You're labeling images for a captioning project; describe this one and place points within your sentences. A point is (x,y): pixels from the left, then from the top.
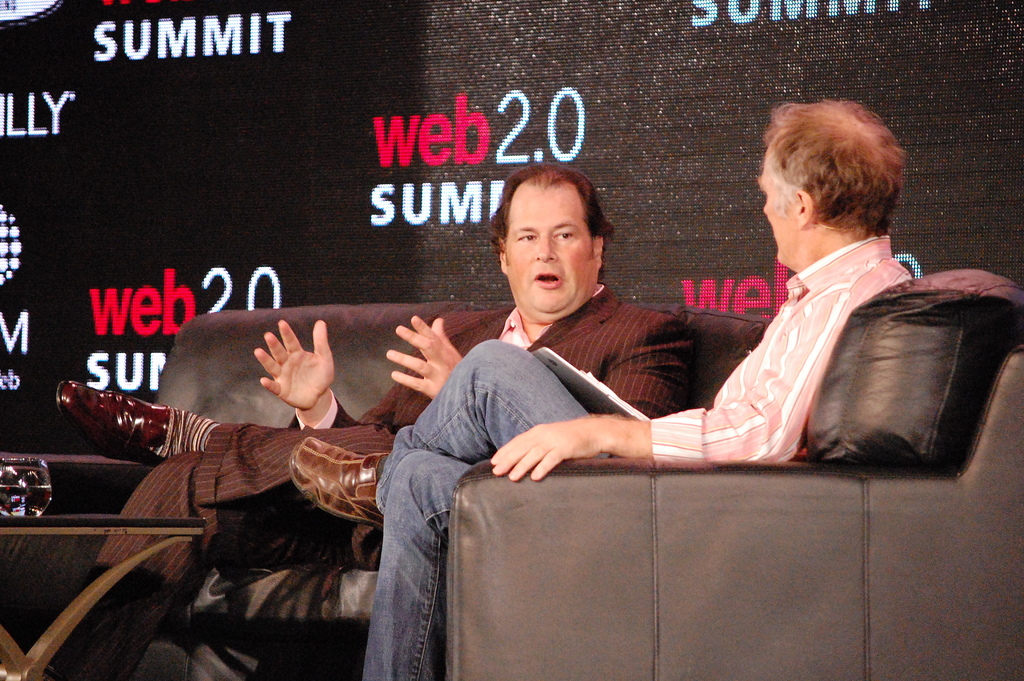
In the image there were two persons (795,194) sitting in a sofas (600,589). In the left (14,474) there is a table (46,642) and a small bowl (14,474) on it. In the background (153,378) there is a screen (498,76) and some text (393,211) on it. This person (548,204) is wearing a blazer (458,307) and brown shoes (131,427). This person (808,120) facing left side and he is wearing a pink shirt (797,390).
